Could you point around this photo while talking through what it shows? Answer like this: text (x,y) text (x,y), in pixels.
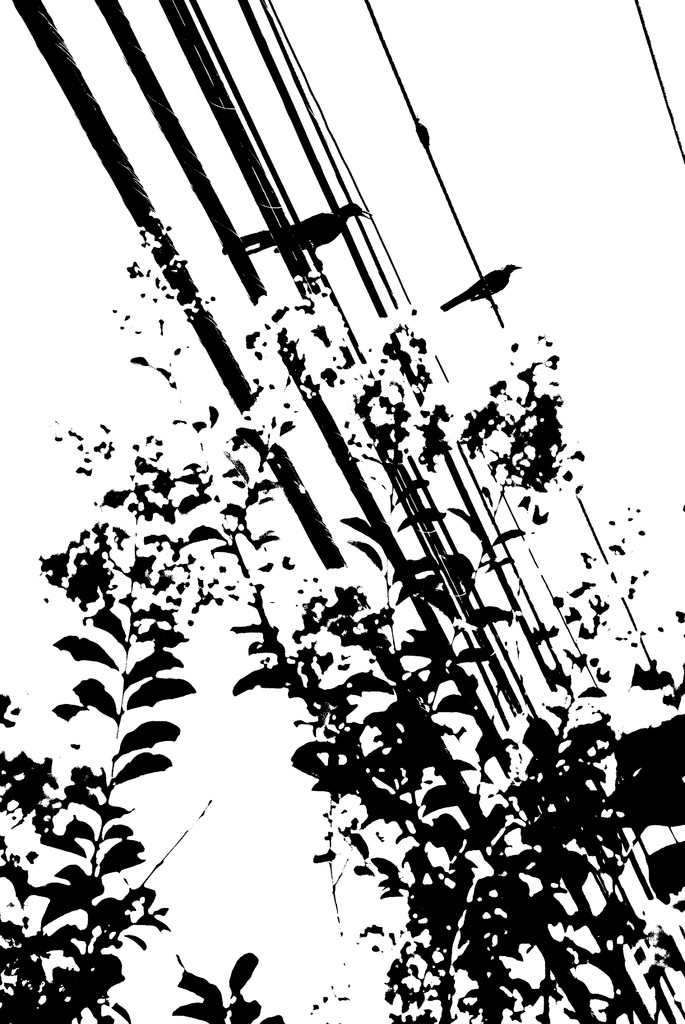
This is a black and white picture we see couple of birds (508,279) and a tree (580,776).
